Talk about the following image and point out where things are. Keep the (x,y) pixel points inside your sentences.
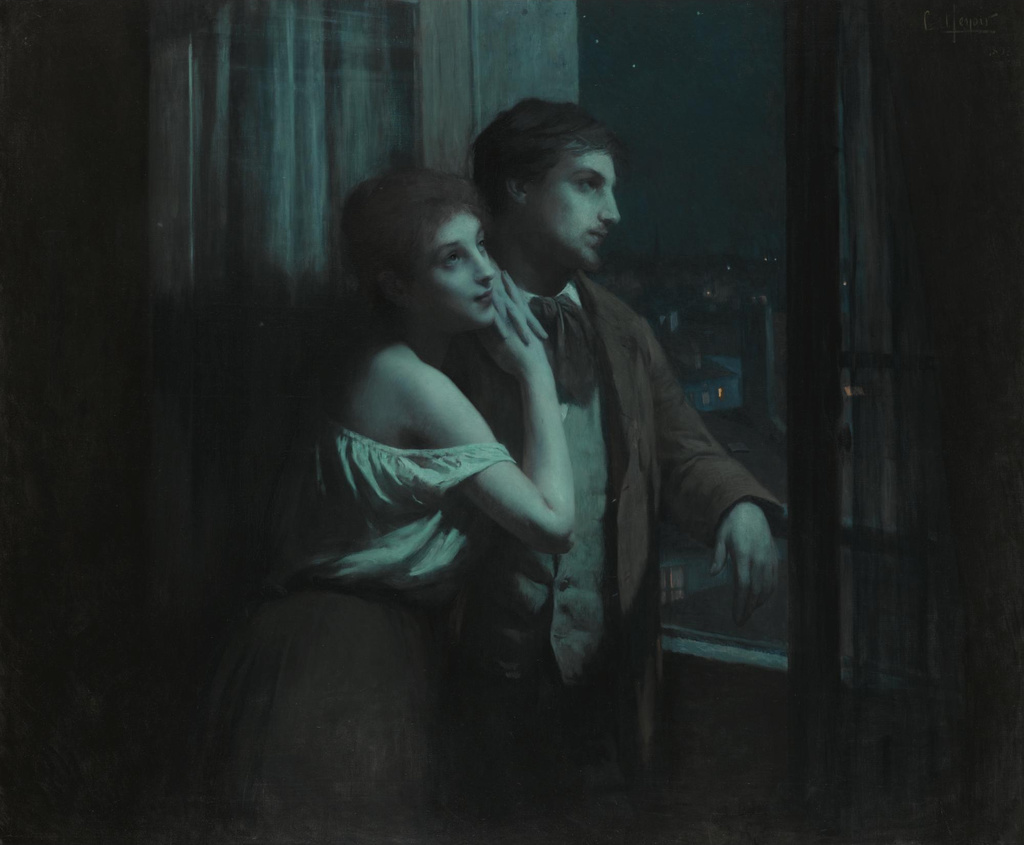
In this image I can see two persons (556,567) standing. The person (589,313) at right (687,429) is wearing brown and white color dress (615,438). In the background (882,287) I can see the window (894,318) and the sky (691,95) is in black color.
